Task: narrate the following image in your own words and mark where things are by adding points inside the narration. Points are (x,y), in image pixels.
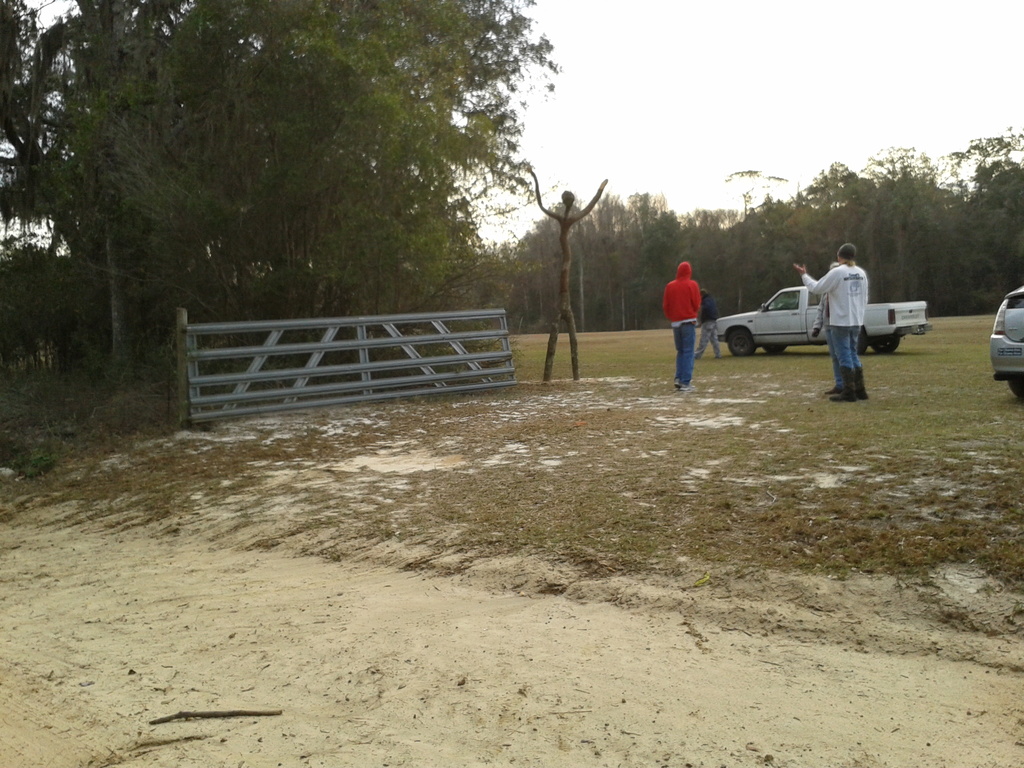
In this picture we can see few people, on the right side of the image (873,325) we can find few cars (804,325), in the background (672,258) we can see few trees (417,205).
